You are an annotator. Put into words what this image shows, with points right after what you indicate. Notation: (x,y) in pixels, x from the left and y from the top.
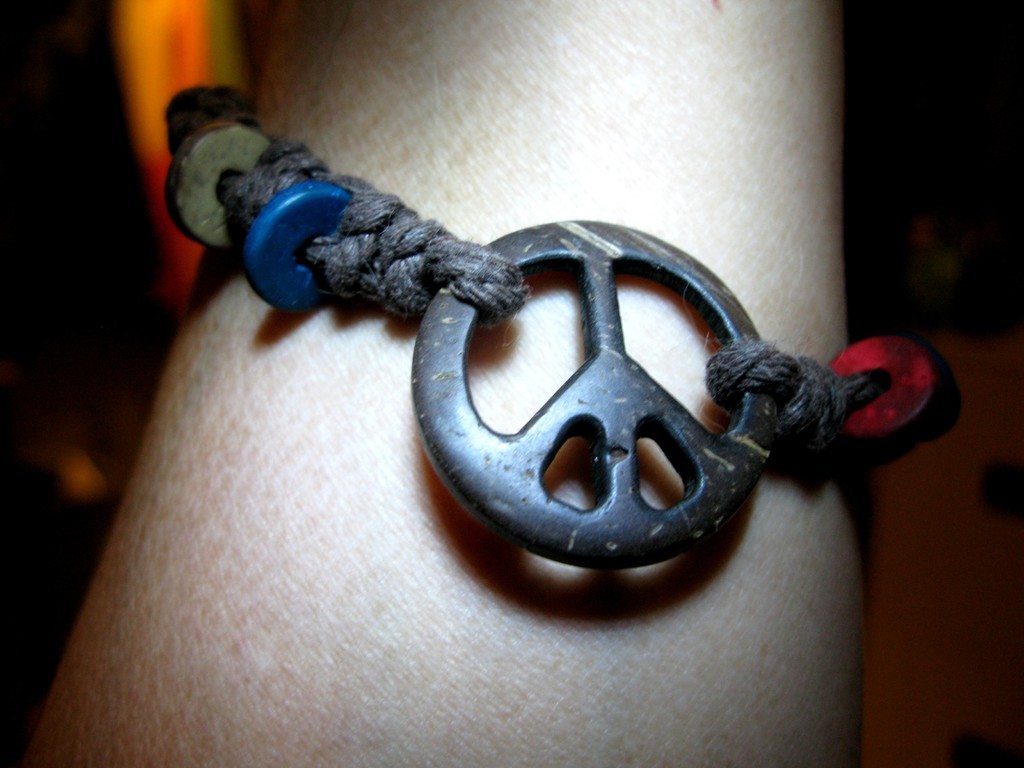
In this image I can see the band bracelet (733,365) to the hand (392,641). Background (1016,565) is dark.
